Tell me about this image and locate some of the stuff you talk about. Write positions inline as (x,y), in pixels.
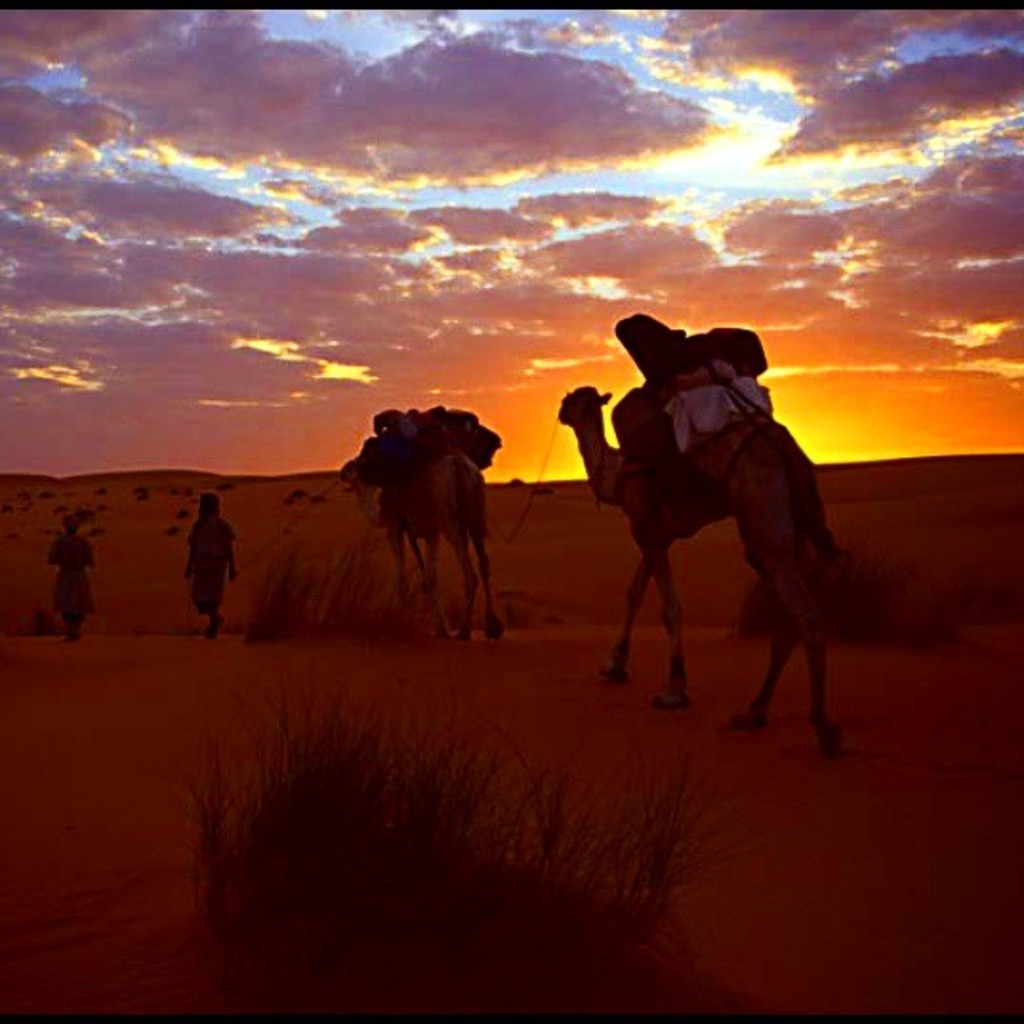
In this picture we can observe camels (660,527) walking in the desert (449,566). There are two persons (193,573) walking on the left side (206,573). We can observe some plants (298,581) in the desert (294,544). In the background (431,232) there is a sky (248,108) with some clouds (357,278).
